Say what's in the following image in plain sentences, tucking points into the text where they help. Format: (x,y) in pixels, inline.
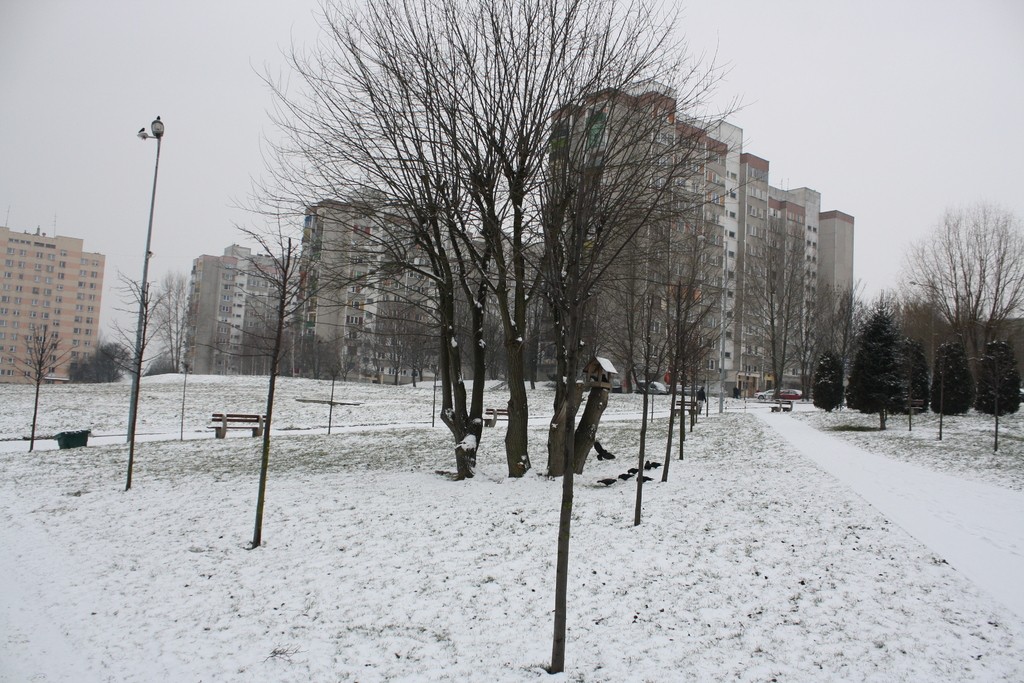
In this image, we can see trees (479,388), street lights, poles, walkways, benches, snow (848,485) and birds (601,457). In the background (623,368), we can see trees (1003,349), buildings (83,300), vehicles (786,398) and the sky (654,69).
